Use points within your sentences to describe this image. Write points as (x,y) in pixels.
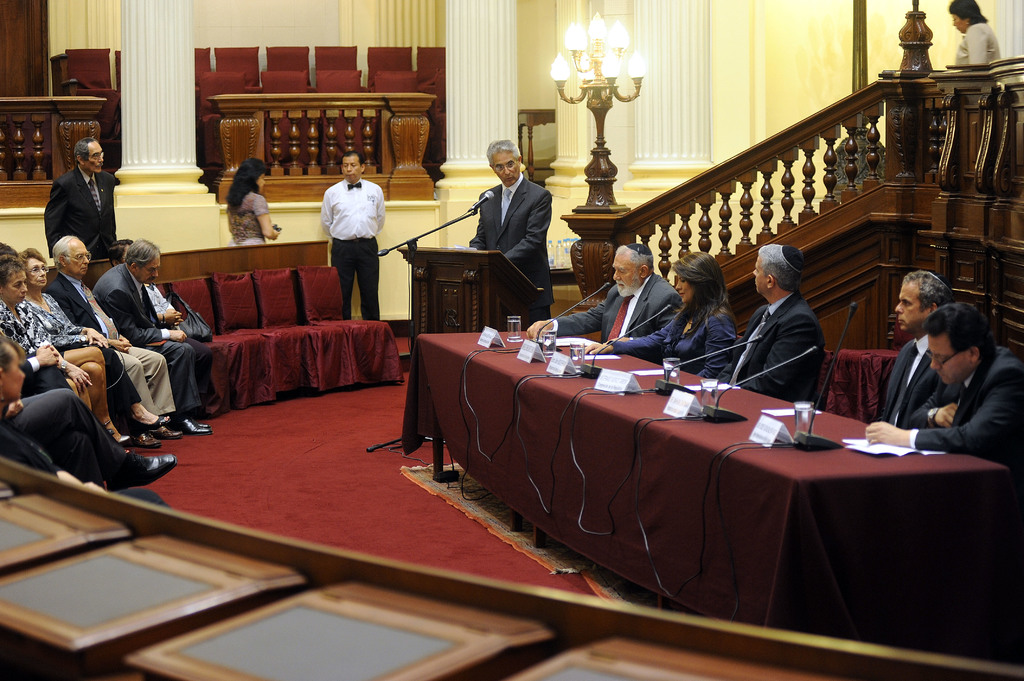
In this image, we can see few people (987,440). Few are sitting and standing. Here there is a desk (628,500) covered with cloth (925,499). few things (765,413) and objects (695,416) are placed on it. In the middle of the image (514,229), a person (520,245) is standing behind the podium (456,300). Background (141,210) there is a wall (542,98), pillars (678,87), chairs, railing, lights (610,86). At the bottom of the image (232,629), we can see wooden objects (330,622).
